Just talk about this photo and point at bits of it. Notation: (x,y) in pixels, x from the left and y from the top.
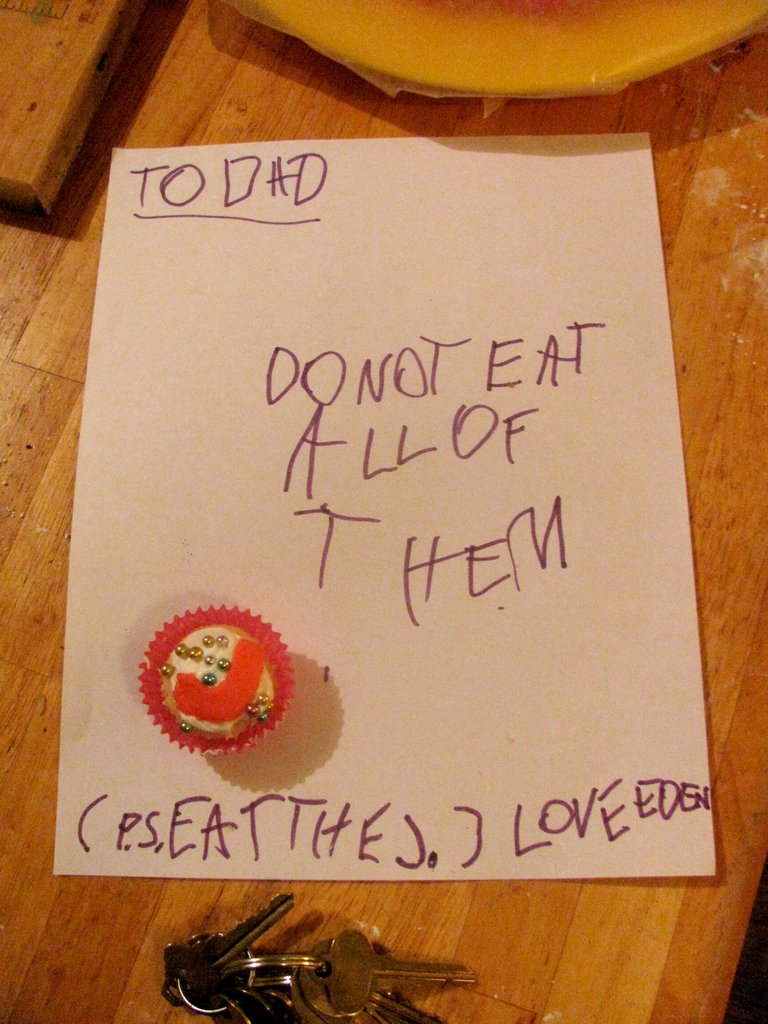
In this picture I can see the brown color surface (1,228) on which there is a paper (268,247) and I see something is written and I see the keys (251,933) on the bottom of this image (204,968) and I see a red and white color thing (191,669) on the paper (183,602).
